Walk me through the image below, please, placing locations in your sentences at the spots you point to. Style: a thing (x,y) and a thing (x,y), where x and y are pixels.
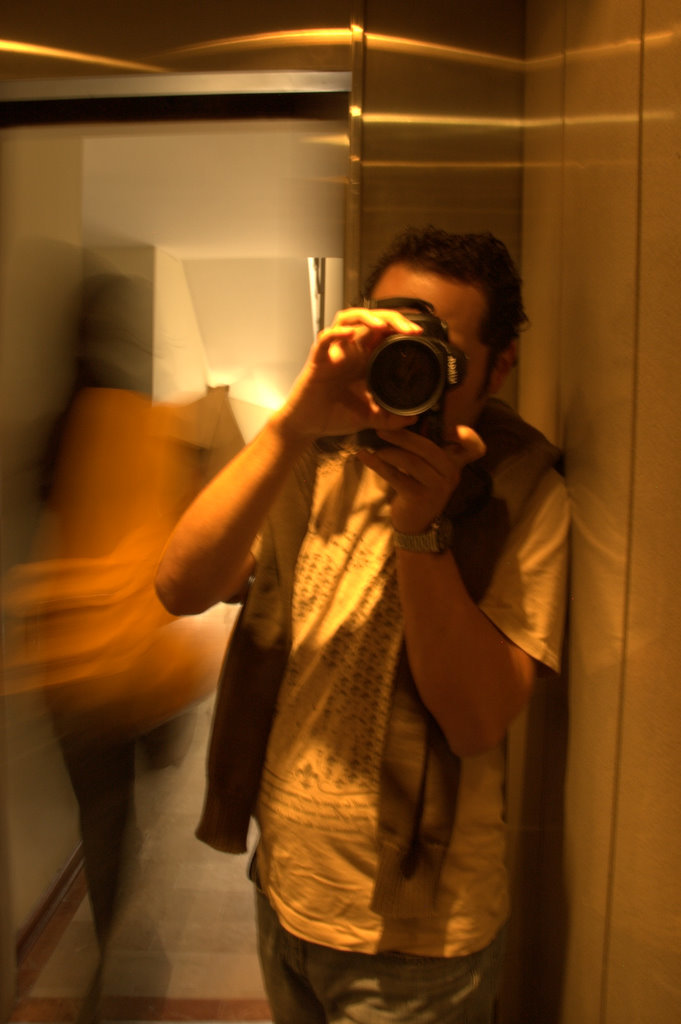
In the right (466,730) there is a man (376,844) he wear watch (426,542), t shirt (514,548), trouser (380,969), in his hand (445,466) he holding a camera (414,393), i think he is clicking some photos. On the left (108,605) there is a person (163,517). In the background (260,212) there is a light (248,392), wall (236,180).
